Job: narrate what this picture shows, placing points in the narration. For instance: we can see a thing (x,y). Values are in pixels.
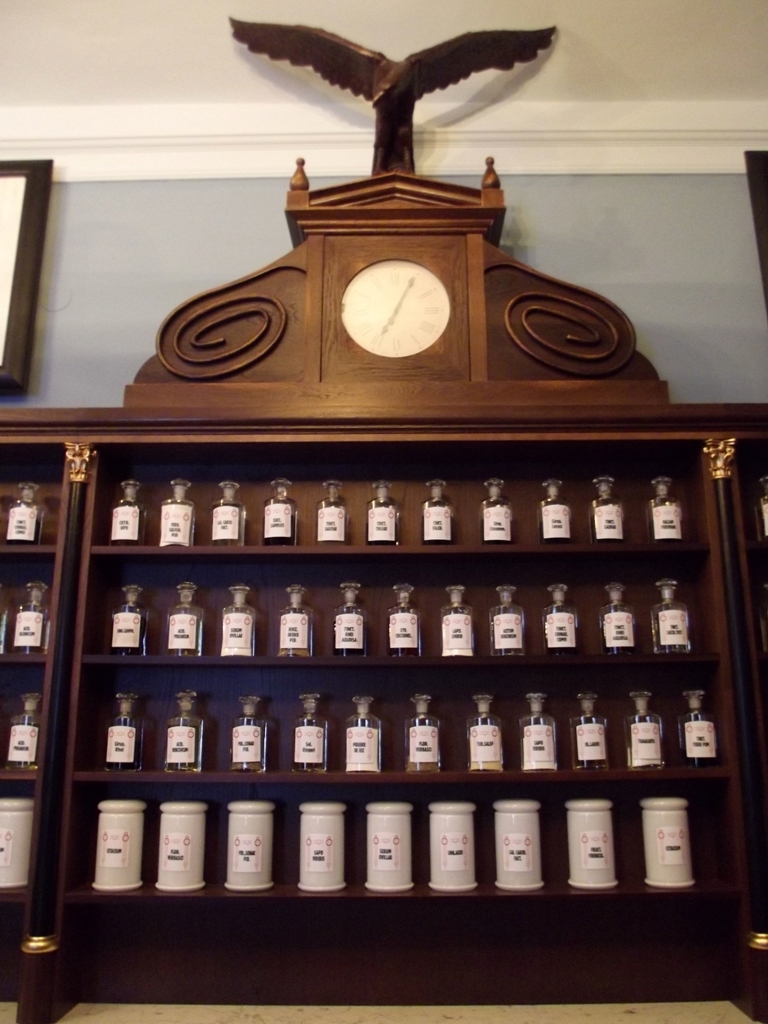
In this picture we can see a rack (453,716), there are some flasks (255,733) and bottles (325,847) present on the rack (58,874), we can see a clock (373,310) here, in the background (207,247) there is a wall (158,202).
